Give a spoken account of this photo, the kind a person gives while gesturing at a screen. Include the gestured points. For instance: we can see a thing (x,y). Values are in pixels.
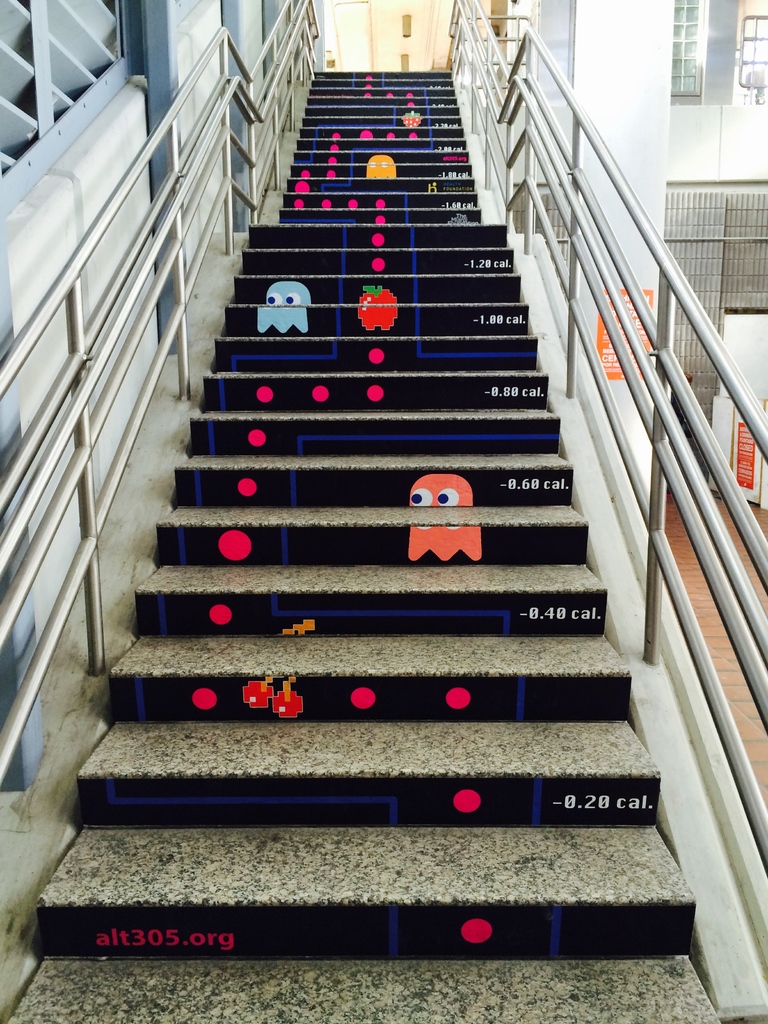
There are steps (296,344) with railings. On the steps (377,284) there are some paintings (377,440) of cartoons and circles (376,240). On the right side (658,58) there is a building (694,119) with windows (689,77).
